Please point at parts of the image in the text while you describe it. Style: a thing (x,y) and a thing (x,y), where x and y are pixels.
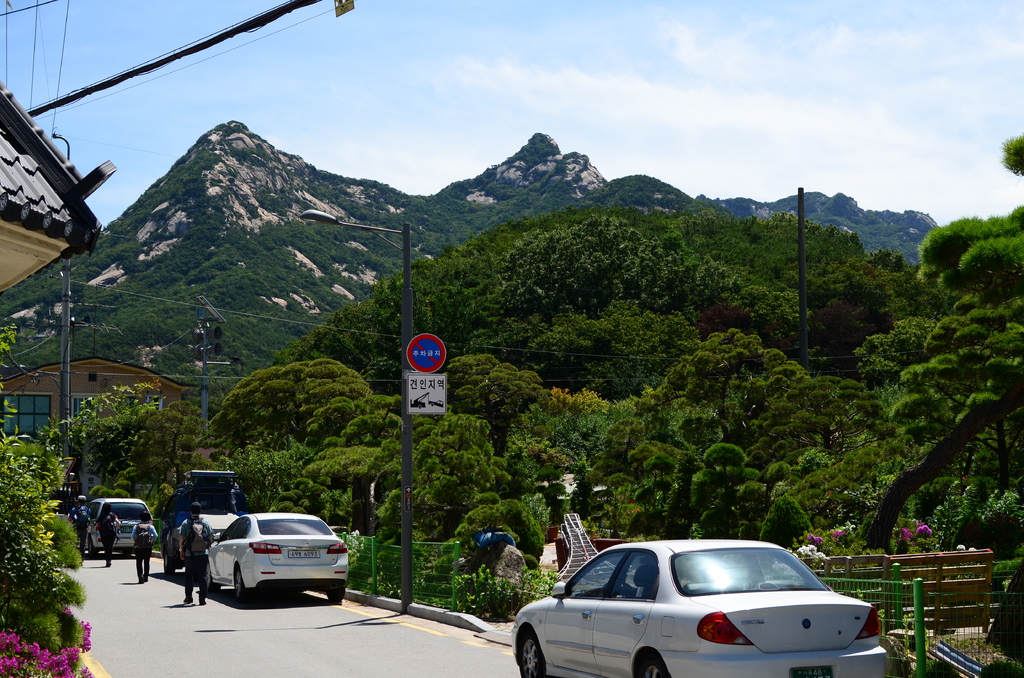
In this picture we can see a few people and some vehicles (706,671) on the road (214,606). There is a signboard (430,409) and other board (420,389) on the pole (407,380). We can see a few wires (187,305), streetlight (406,402), trees (617,227) and buildings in the background (653,224). Sky (763,136) is cloudy.
